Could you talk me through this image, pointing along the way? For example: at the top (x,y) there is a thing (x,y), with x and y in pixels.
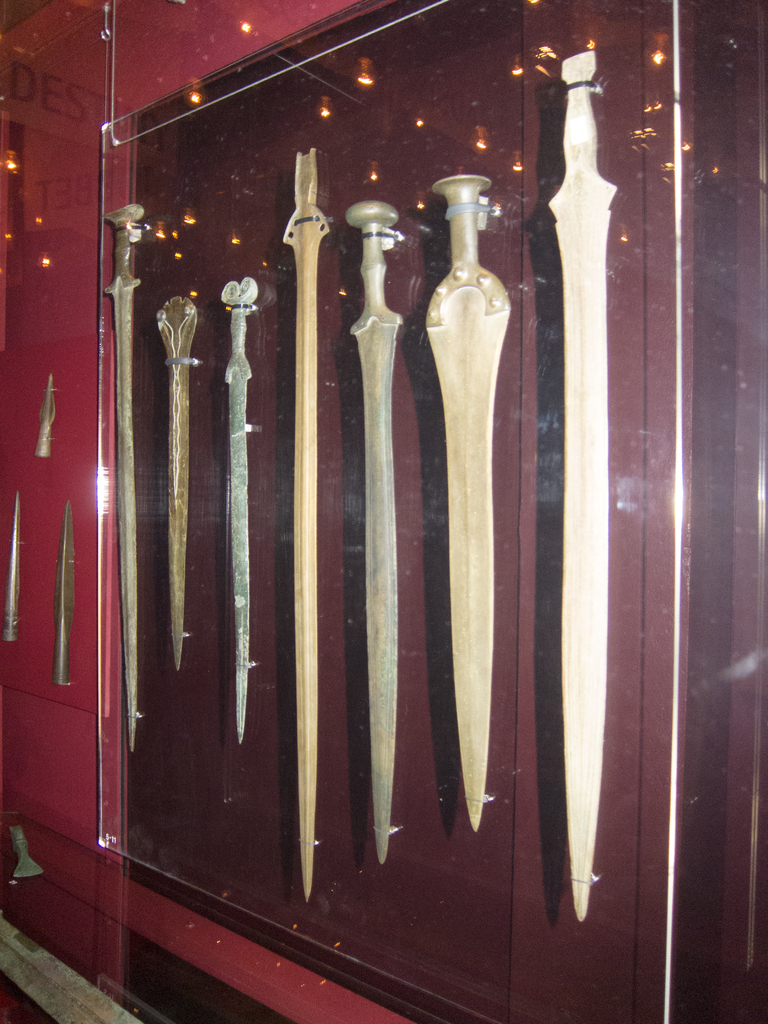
In this picture I can see there are some swords (459,374) placed here and there is a glass (643,716) covered on the swords (577,587).
